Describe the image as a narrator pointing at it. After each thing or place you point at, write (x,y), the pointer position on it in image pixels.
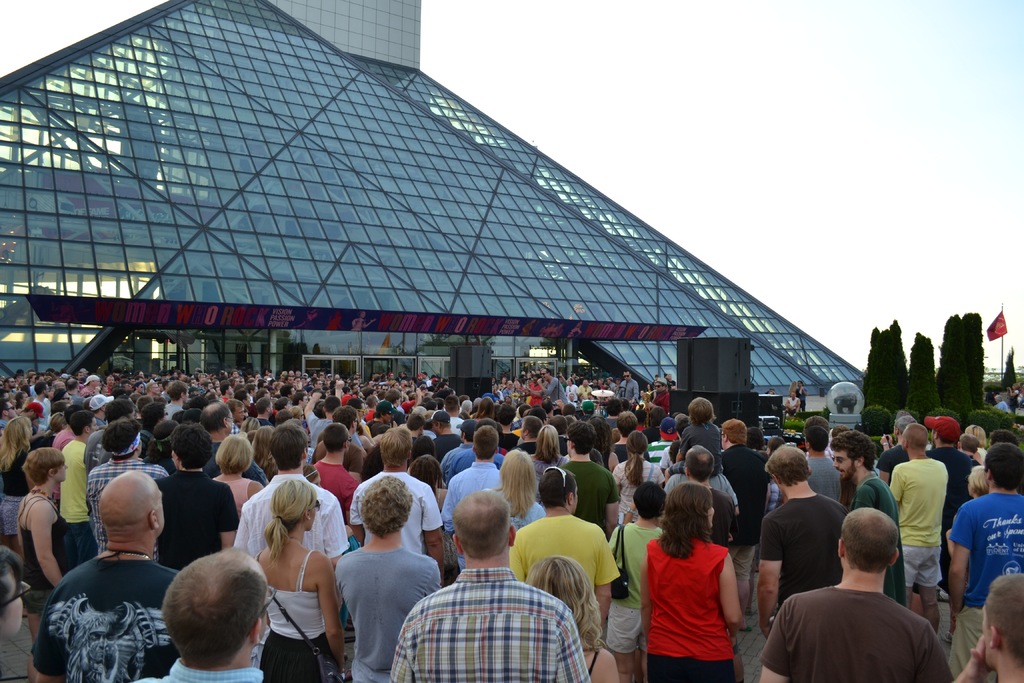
At the bottom of the image (467,491) there is crowd (805,460). In front of them there are speakers (740,398). And there are trees (970,362) and there is a pole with flag (991,335). In the background (369,259) there is a building (247,190) with glasses (192,349). At the top of the image (822,109) there is sky (726,134).
